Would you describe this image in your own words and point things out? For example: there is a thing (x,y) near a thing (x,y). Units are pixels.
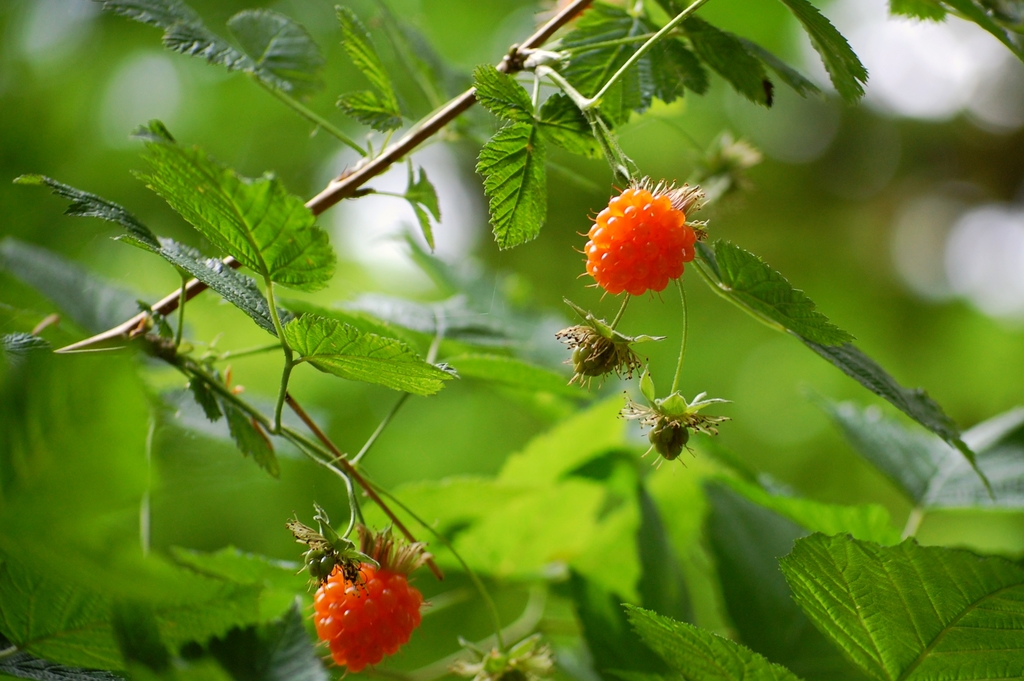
In this image I can see an insect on the fruit (350,598) and I can see few fruits (380,605) in orange color. In the background (303,643) I can see few plants (435,263) in green color.
